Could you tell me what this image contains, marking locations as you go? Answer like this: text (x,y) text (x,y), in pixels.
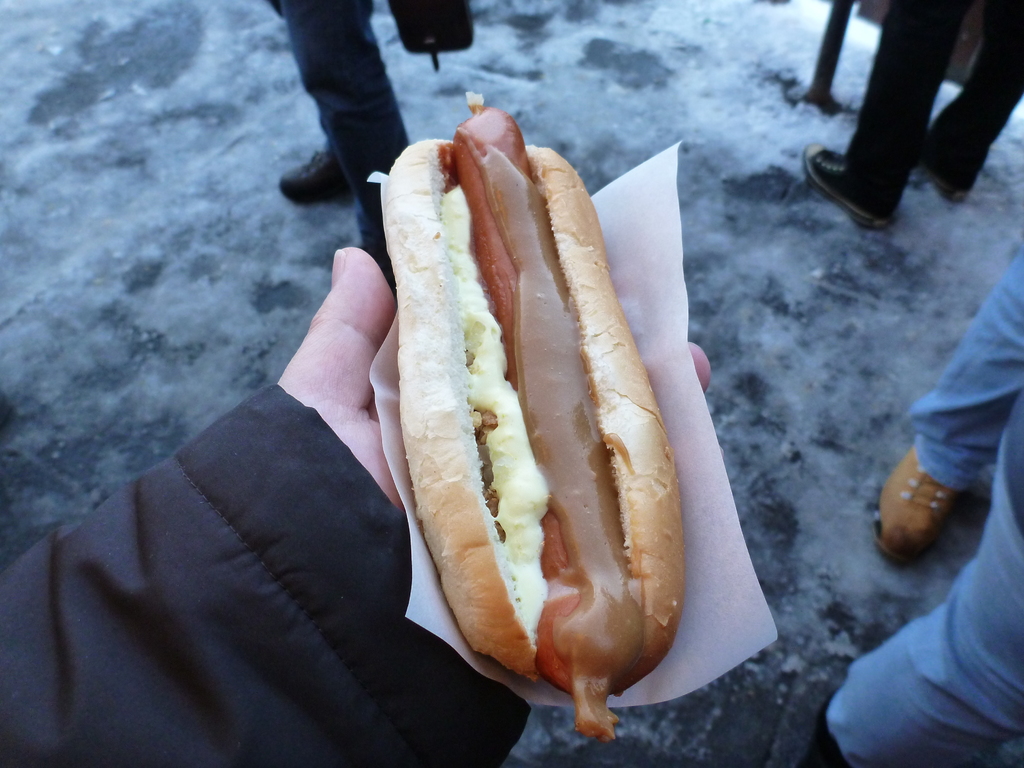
On the left side of this image (281,556) I can see a person's hand (360,392) holding a hot dog (473,390) along with a paper (685,463). In the background (975,624), I can see three persons (885,97) are standing on the ground (762,253). At the top of the image (827,48) there is a metal stand (827,55).
